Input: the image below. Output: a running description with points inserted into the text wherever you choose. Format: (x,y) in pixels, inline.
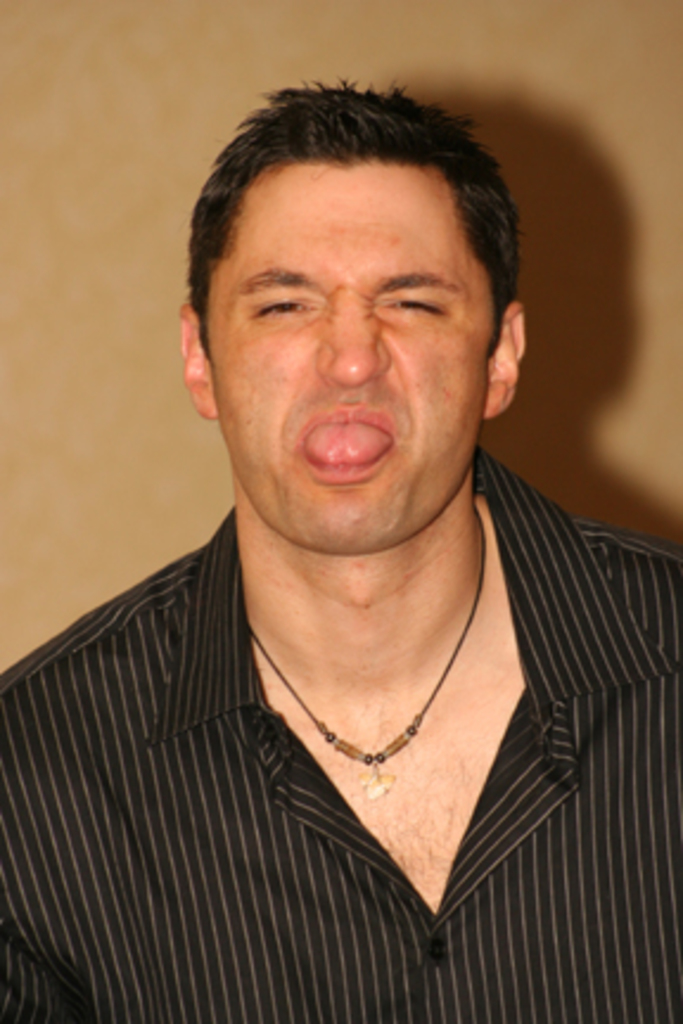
In this image we can see a person (349,376) wearing a shirt (257,787) and in the background (551,447), we can see the wall (94,312).
